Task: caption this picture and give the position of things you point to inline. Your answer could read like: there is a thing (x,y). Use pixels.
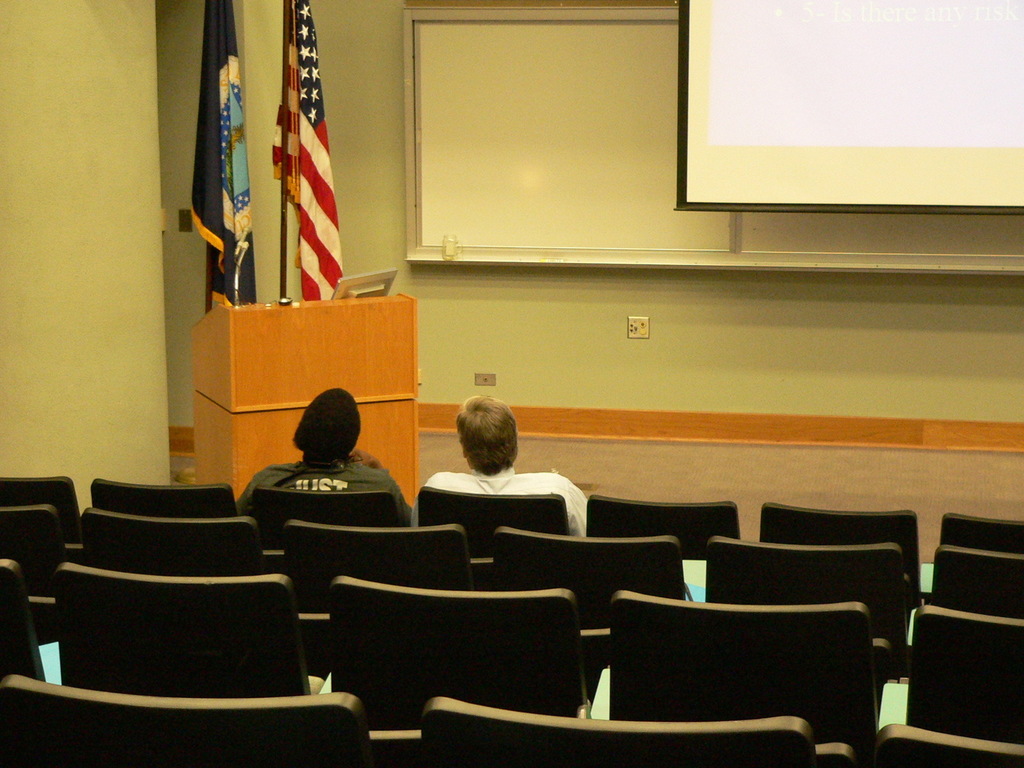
In this image there are chairs (269,549). There are two people (270,468) sitting on the chairs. In front of them there is a dais (823,479). There is a podium (368,321) on the dais (848,480). On the podium (286,320) there is a laptop (345,284). Behind the podium (315,304) there are flags (247,200) to the poles (286,139). In the background (569,350) there is the wall (112,274). In the top right (772,138) there is a projector board (837,146).
